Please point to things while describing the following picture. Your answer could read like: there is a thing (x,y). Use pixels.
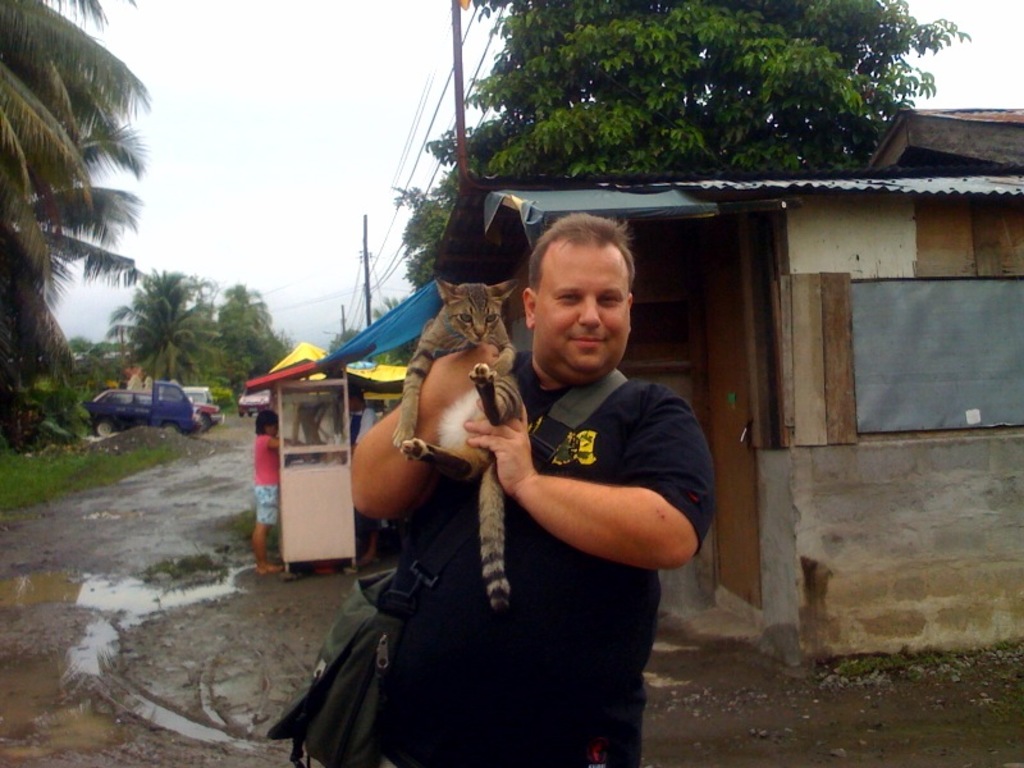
In this picture we can see a man (481,632) is holding a cat (476,346) and standing on the path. Behind the man (567,480) there is a kid (264,516), houses (782,250), some vehicles (177,407) are parked on the path (255,576), trees (603,172), electric poles (369,264) with cables (378,284) and a sky (310,123).
